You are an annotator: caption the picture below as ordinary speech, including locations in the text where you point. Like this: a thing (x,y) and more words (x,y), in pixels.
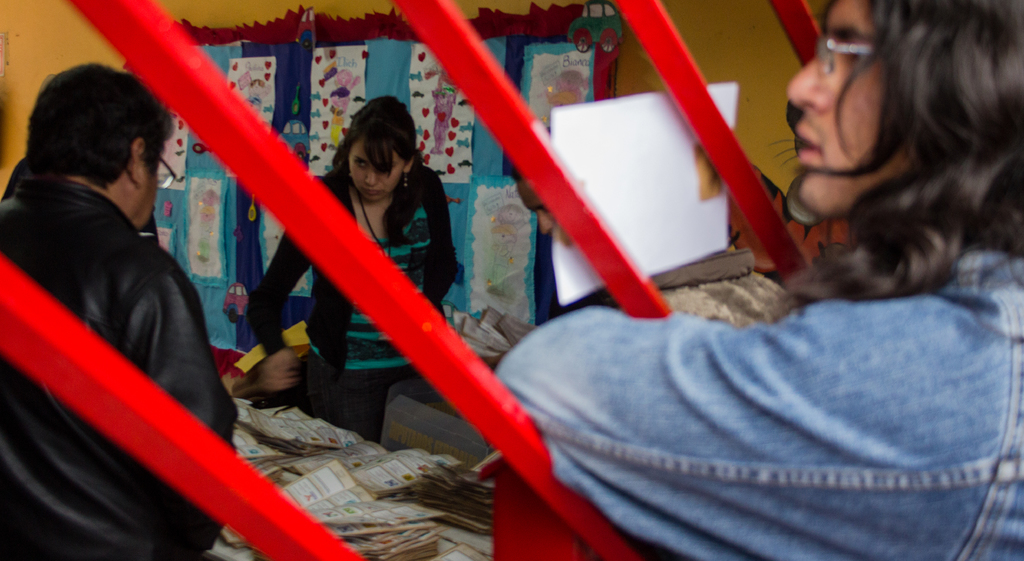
On the right side of this image (879,315) there is a person (794,403). In front of this person (712,375) there is a iron frame (709,137) which is painted with red color. On the left side (131,191) a man (90,271) and a woman (362,184) are standing. At the bottom (321,480) there are few papers (327,462) placed on a table (452,549). In the background (346,104) there are some posters (320,57) attached to the wall (218,7). Behind this iron frame (724,163) I can see a white color paper (608,179).
